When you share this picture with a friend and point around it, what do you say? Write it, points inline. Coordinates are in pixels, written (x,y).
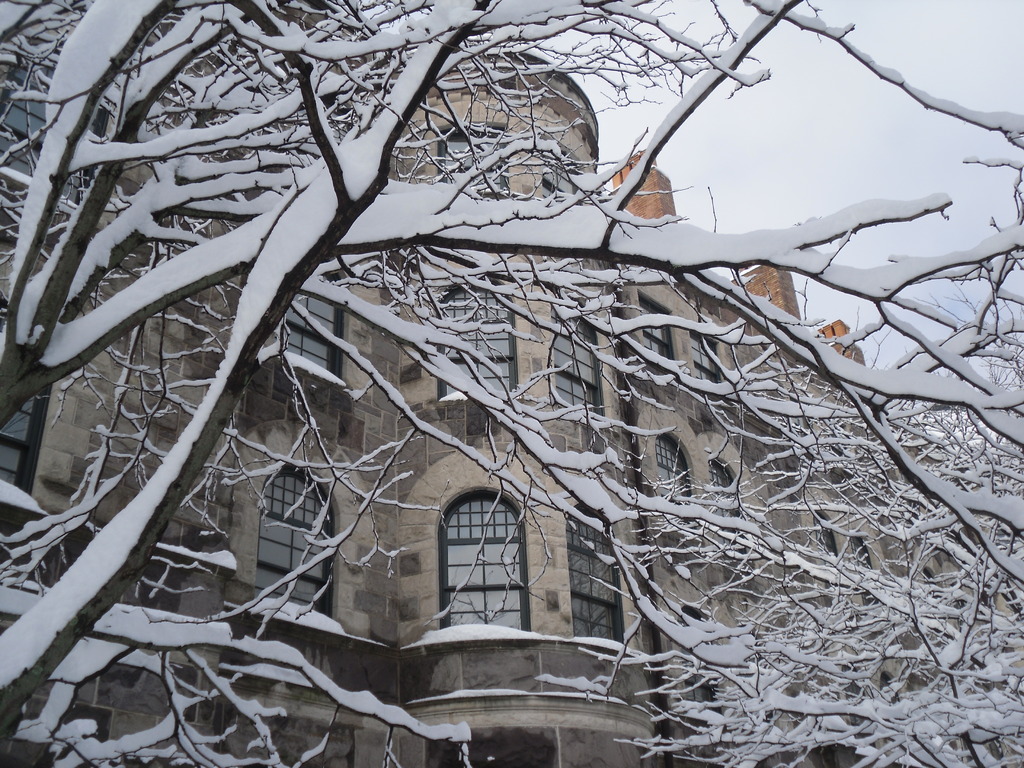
In this picture we can see the snow (302,435) on the trees (63,528) and behind the trees (62,268) there is a building (452,413) with windows (456,559). Behind the building (538,168) there is the sky (741,110).
